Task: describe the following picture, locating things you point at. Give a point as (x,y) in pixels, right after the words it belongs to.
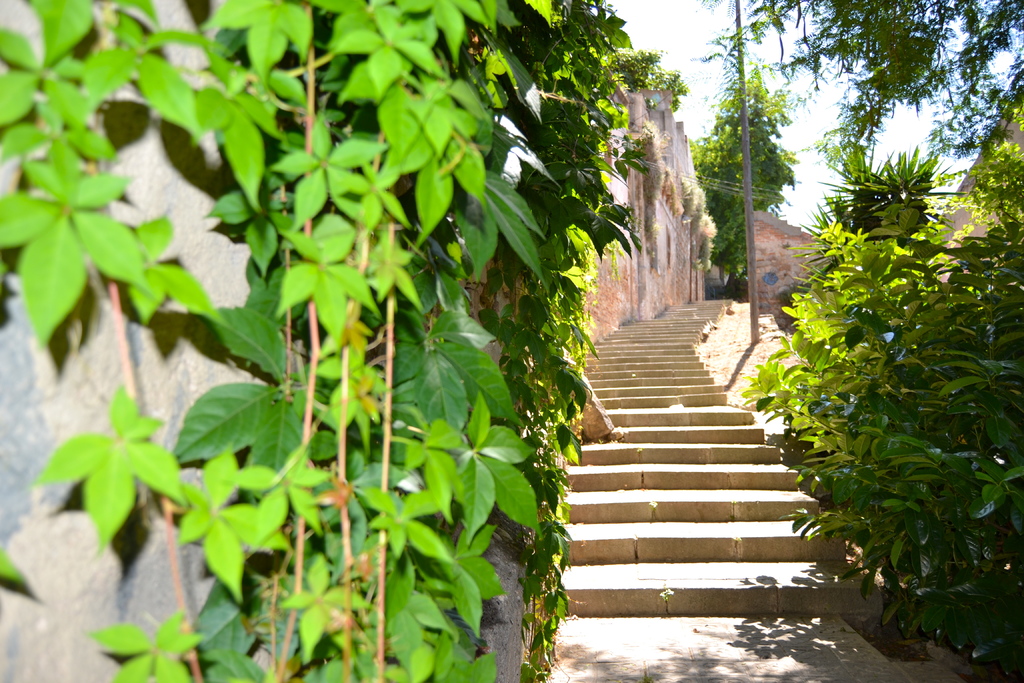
In this image we can see steps (627,327) in the middle (664,368) and on the left side (266,404) we can see plants (274,320) at the wall (611,321) and on the right side (924,438) there are plants (954,402) and a tree (886,58). In the background (744,231) we can see a pole (750,231), houses (685,241), trees (733,173) and sky (718,75).
